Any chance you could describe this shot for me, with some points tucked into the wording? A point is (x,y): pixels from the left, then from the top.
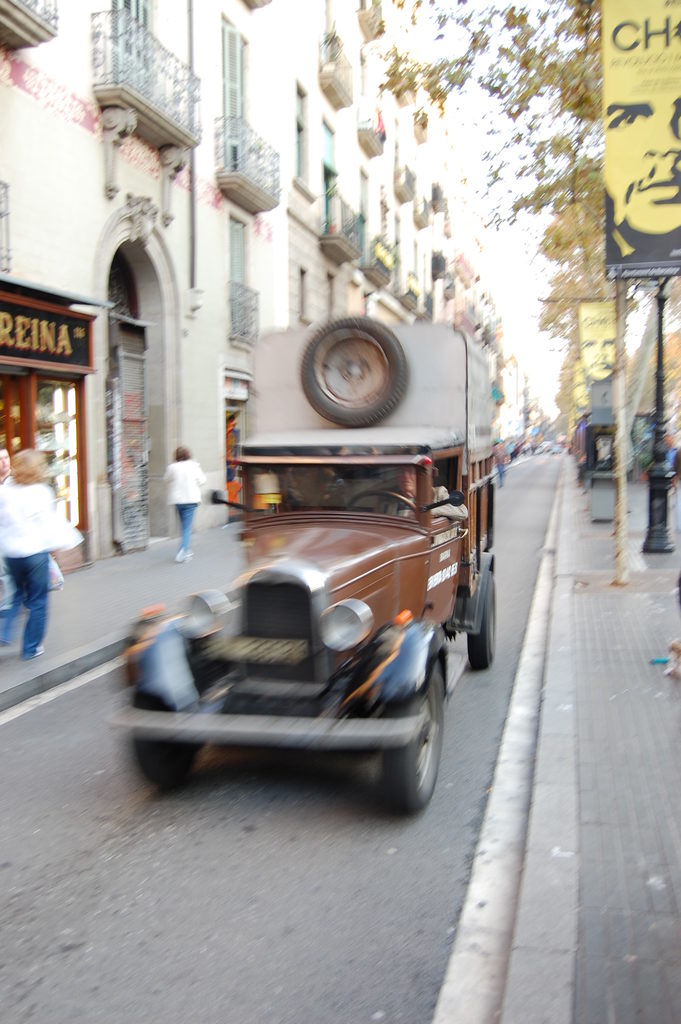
In this image we can see a person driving a vehicle (291,520) on the road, there are some buildings (162,228), windows (48,408), grille (138,76), trees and people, also we can see a board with some text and image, in the background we can see the sky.
